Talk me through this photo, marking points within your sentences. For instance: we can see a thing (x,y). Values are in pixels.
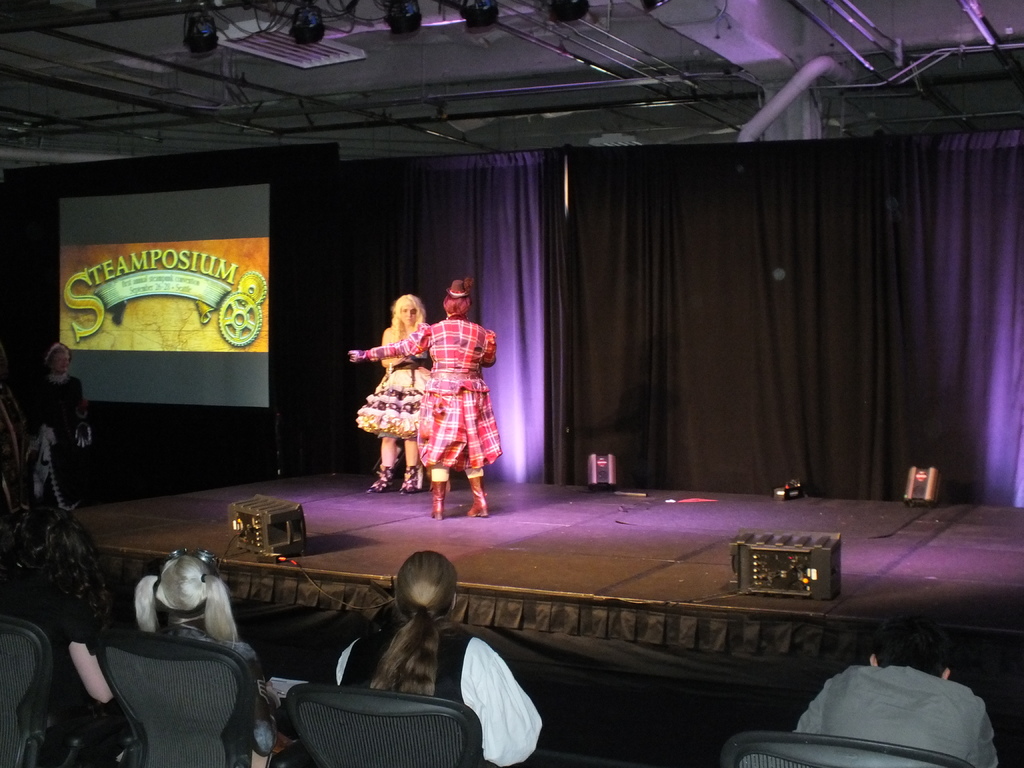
In this image, there are a few people (341,661). Among them, some people (261,666) are sitting on chairs (870,758) and some people (475,482) are on the stage (956,617). We can also see some objects (804,576) on the stage (969,617). We can see a screen (253,364) and some curtains (801,308). We can also see some objects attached to the roof (788,41).
